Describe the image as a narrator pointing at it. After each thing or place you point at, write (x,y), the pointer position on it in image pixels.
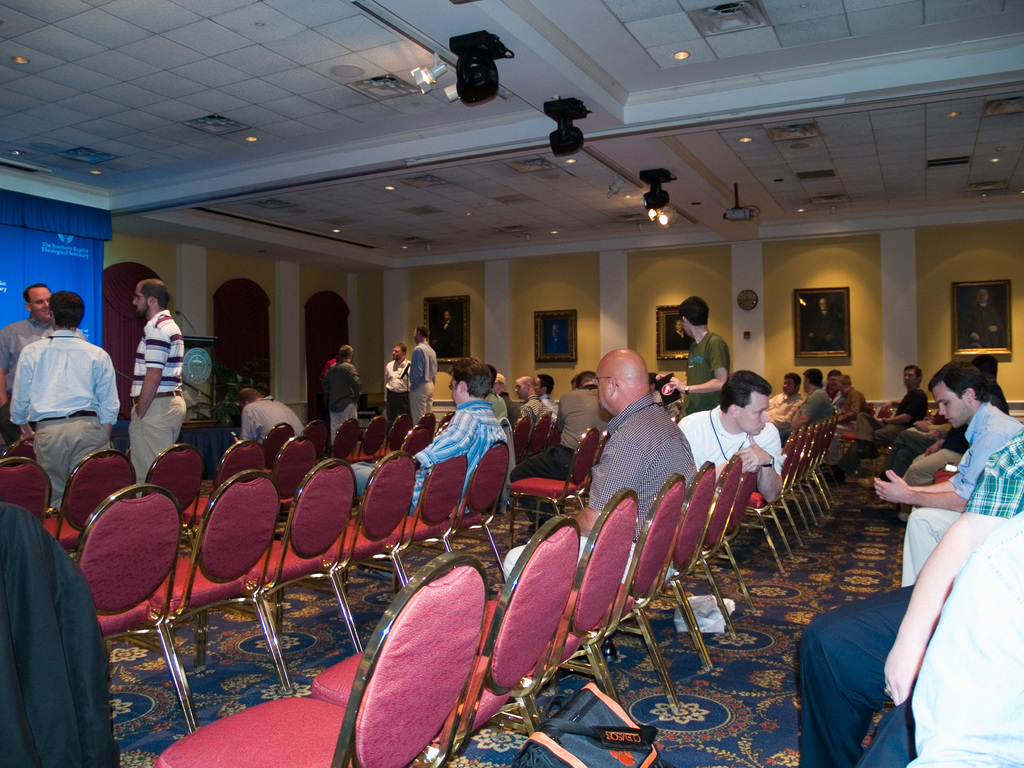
There are few people (900,407) sitting in red chairs (633,520) and there are few people (340,375) standing in the left corner (63,380).
